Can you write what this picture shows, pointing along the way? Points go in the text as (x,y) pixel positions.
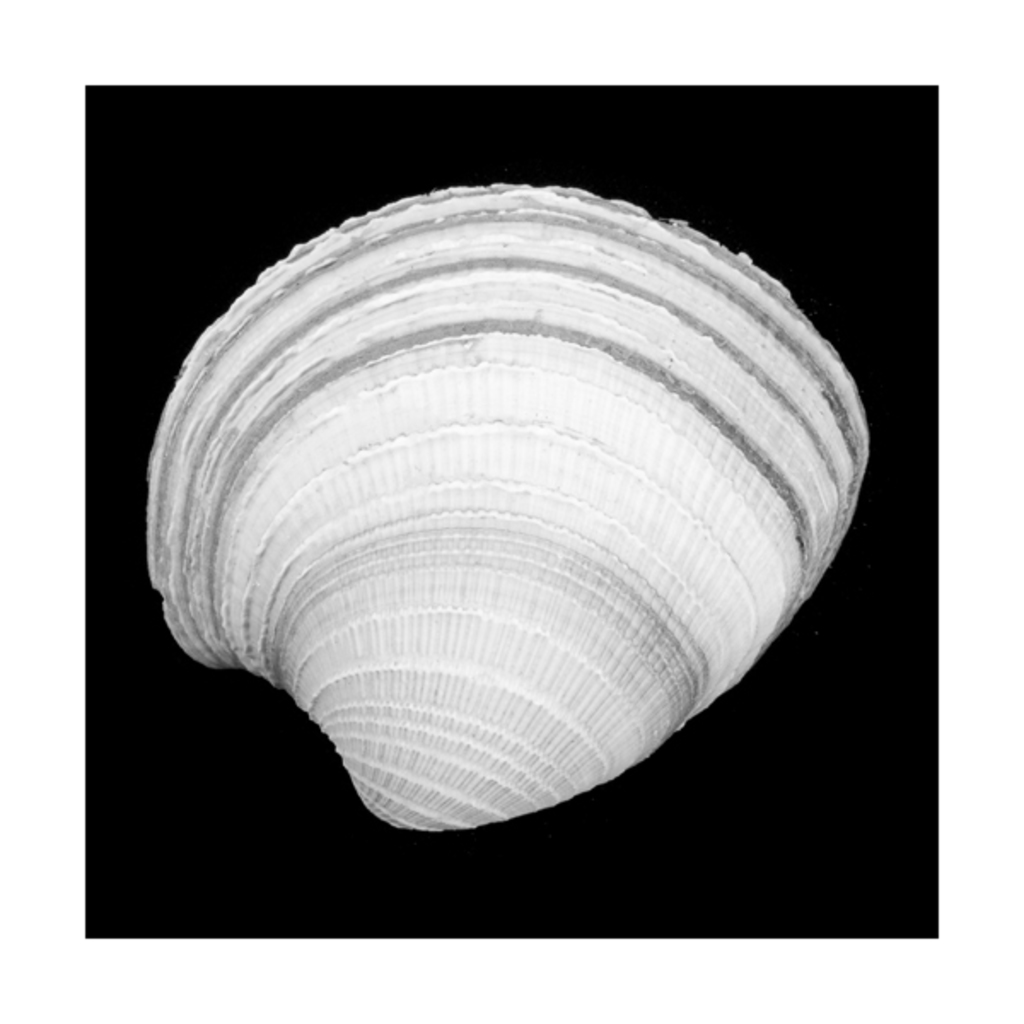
In this image I can see white colour seashell (423,453). I can also see black colour in background (766,187).
